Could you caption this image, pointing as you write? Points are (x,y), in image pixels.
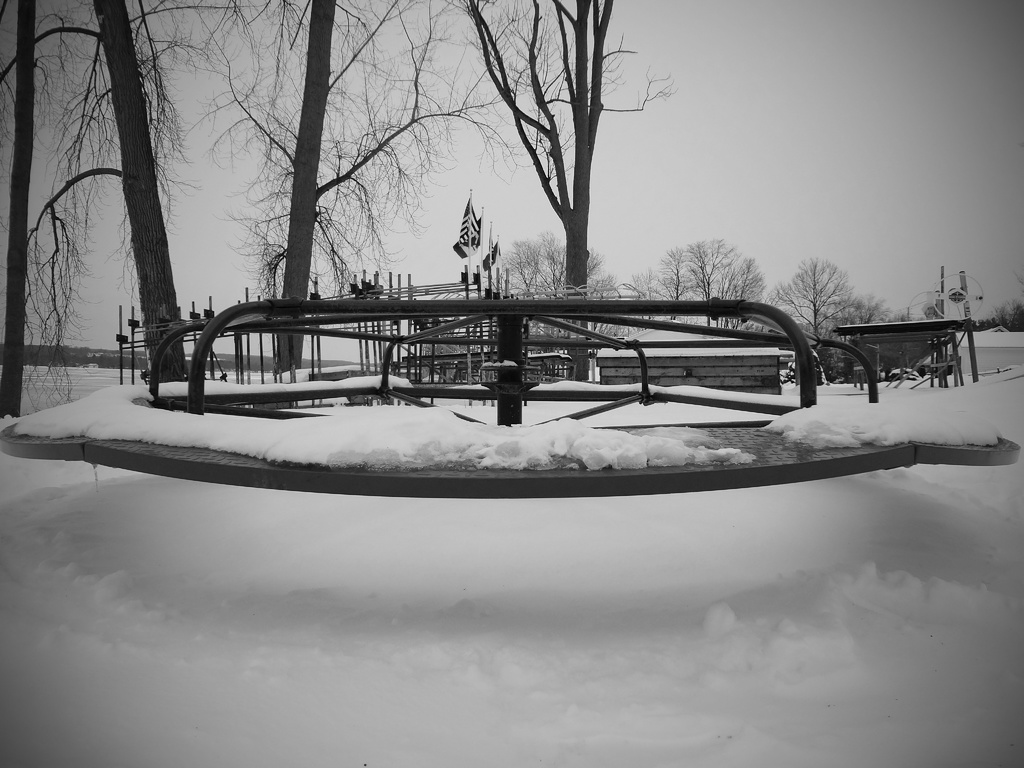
It is the snow (496,558) at the bottom (641,621), these are the trees (302,183). At the top (780,139) it is the sky (768,127). This is the black and white image.
